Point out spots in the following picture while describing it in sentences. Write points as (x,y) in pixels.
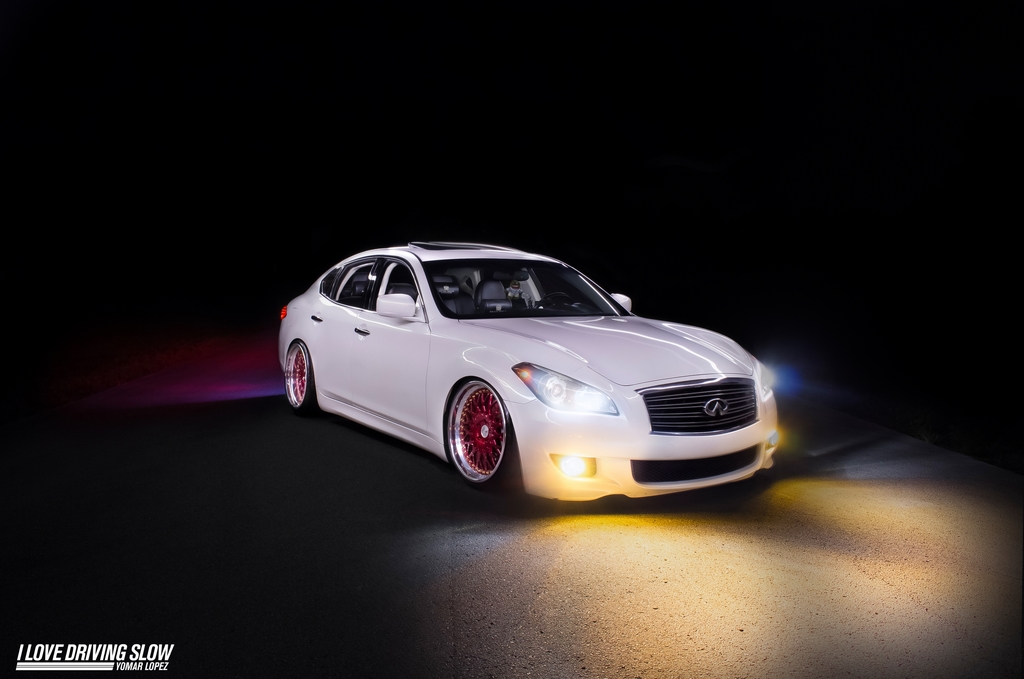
In this picture I can see a white color car (389,416) and text (139,668) on the bottom left corner of the picture (127,661) and I can see a black color background (42,269).
